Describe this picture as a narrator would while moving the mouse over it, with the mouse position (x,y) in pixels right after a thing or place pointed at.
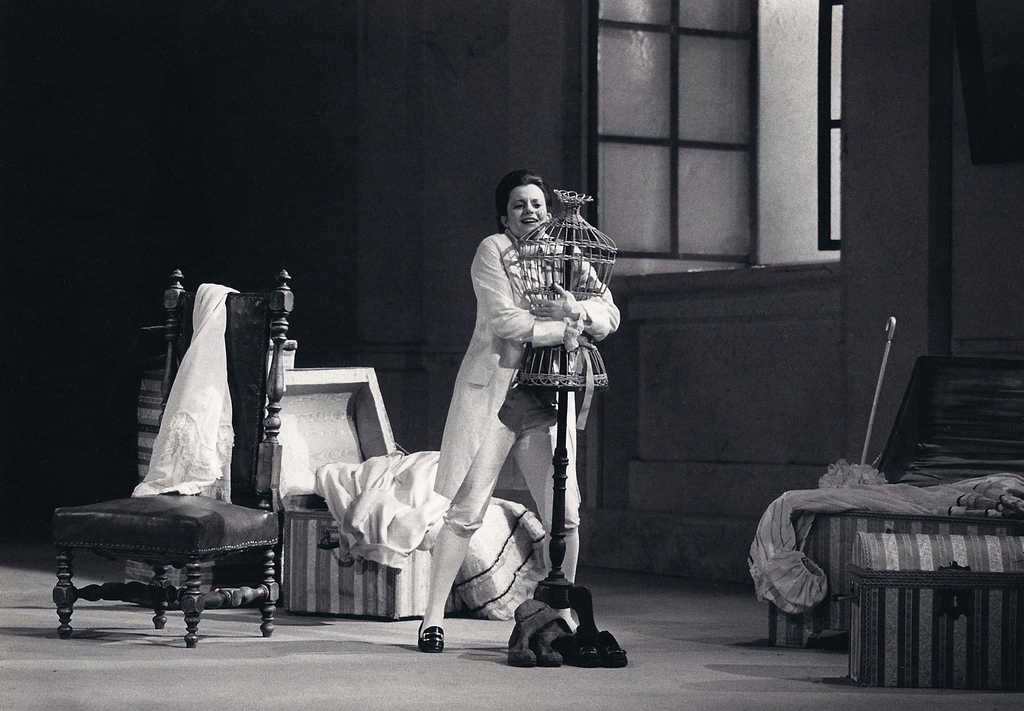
In the picture I can see a woman (522,434) is standing on the floor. In the background (288,564) I can see clothes (504,541), a box (301,546), a chair (263,473), wall (701,316), a window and some other objects (573,324). This picture is black and white in color.
